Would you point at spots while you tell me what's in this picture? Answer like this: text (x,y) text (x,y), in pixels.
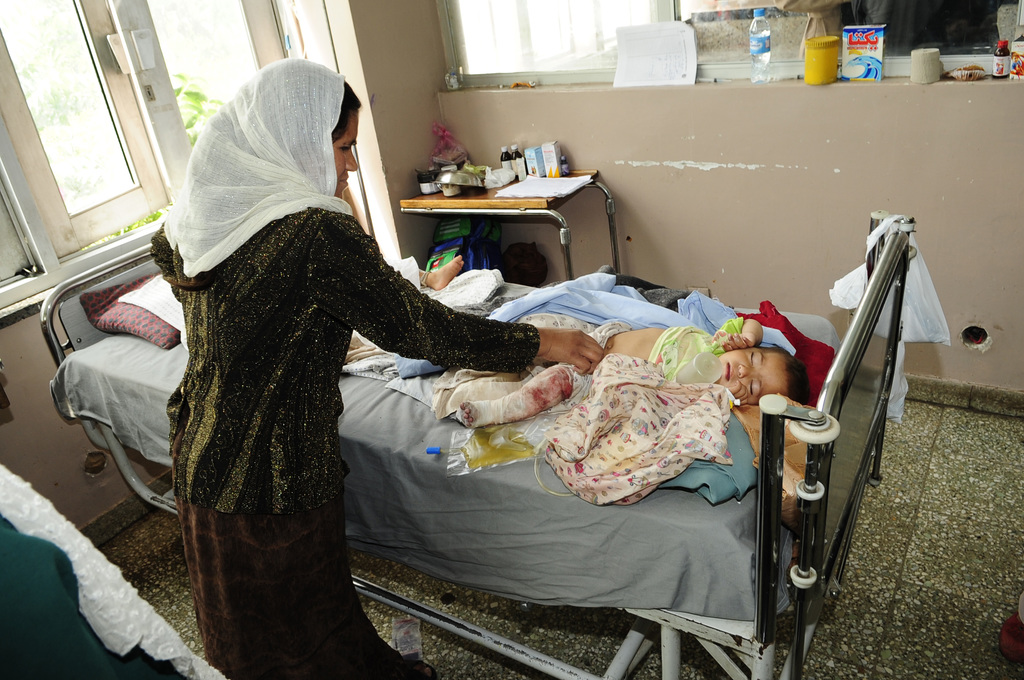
In this image there is a woman (318,354) standing beside the bed (417,481) and holding the baby (672,365) who is sleeping on the bed (442,426). On the bed (153,354) there are clothes (460,390), pillow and saline (497,447). In the background (450,78) there are bottles (759,49) and boxes (863,68) on the wall (517,135). On the left side (145,91) top there is a glass window (77,46). Beside the bed (870,325) there is a table (503,200) on which there are tonics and medicines (517,157). There are few covers (851,273) kept on the bed (865,310).
